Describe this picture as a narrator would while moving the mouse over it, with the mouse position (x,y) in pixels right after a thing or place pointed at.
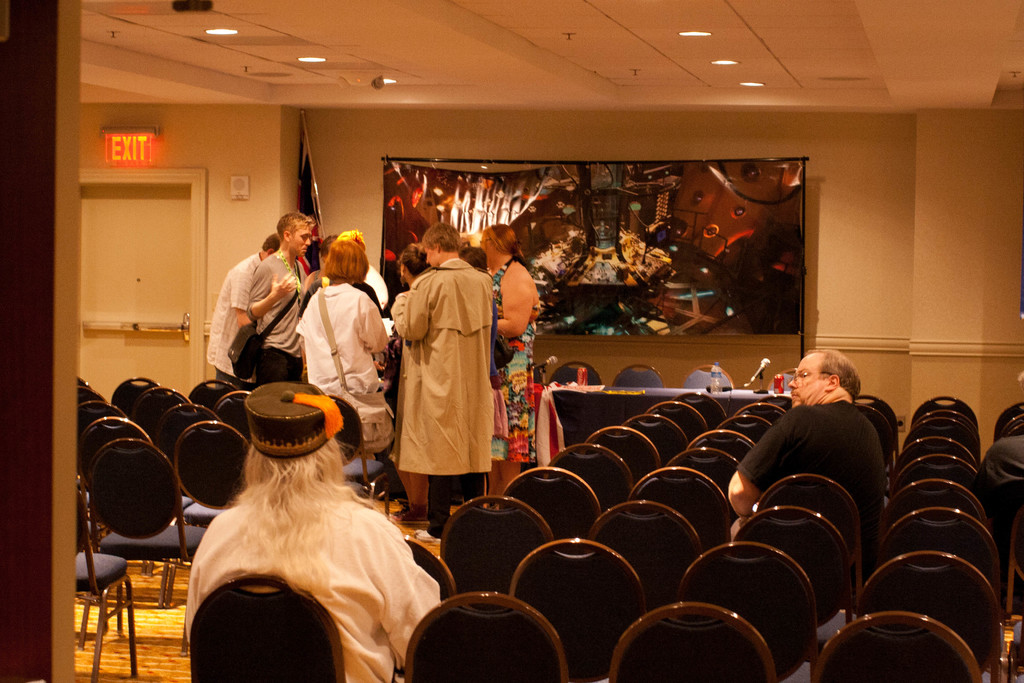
In this image we can see the persons (395,338) standing on the floor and two persons (328,562) sitting on the chairs (745,416). And we can see the banner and flag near the wall (730,370). There is a flag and exit board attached to the wall (369,217). We can see the table (626,395) with a cloth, on the table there are bottles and few objects (782,382). And at the top (311,61) we can see the ceiling (420,73) with lights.
